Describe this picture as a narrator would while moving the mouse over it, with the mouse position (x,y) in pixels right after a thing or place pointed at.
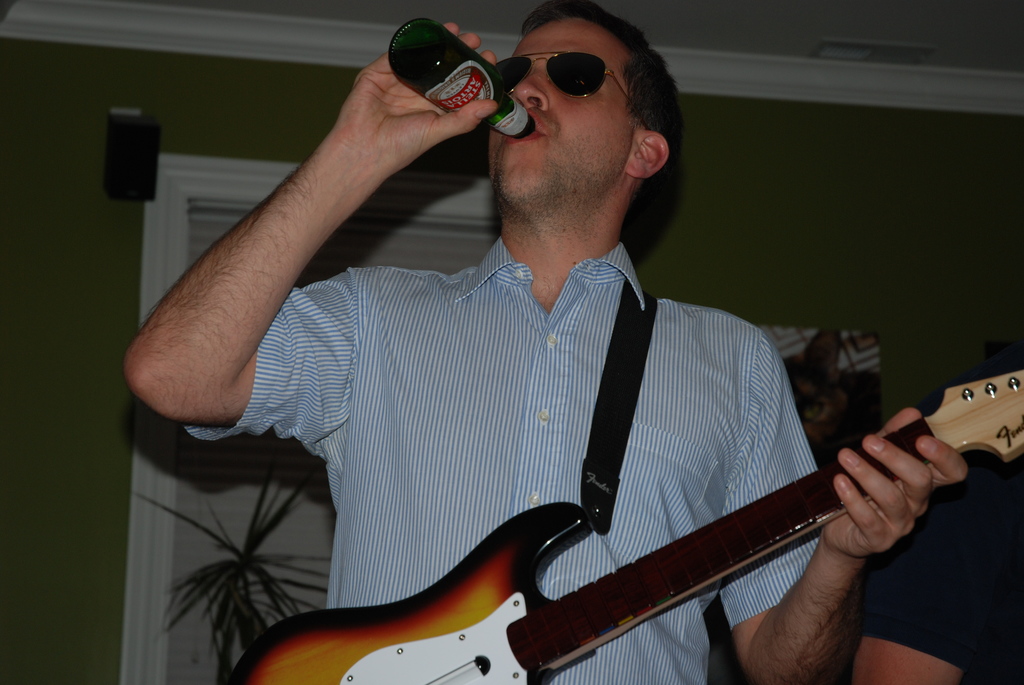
This is a picture taken in a room (63,274). The man (424,438) in blue shirt (463,466) was holding a guitar (466,634) and the man (471,109) is drinking something in a bottle (515,116). Behind the man (503,439) there is a wall (6,266), house plant (252,523) and a door (223,526). Beside the man (489,454) there is other person (891,556) standing on the floor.
